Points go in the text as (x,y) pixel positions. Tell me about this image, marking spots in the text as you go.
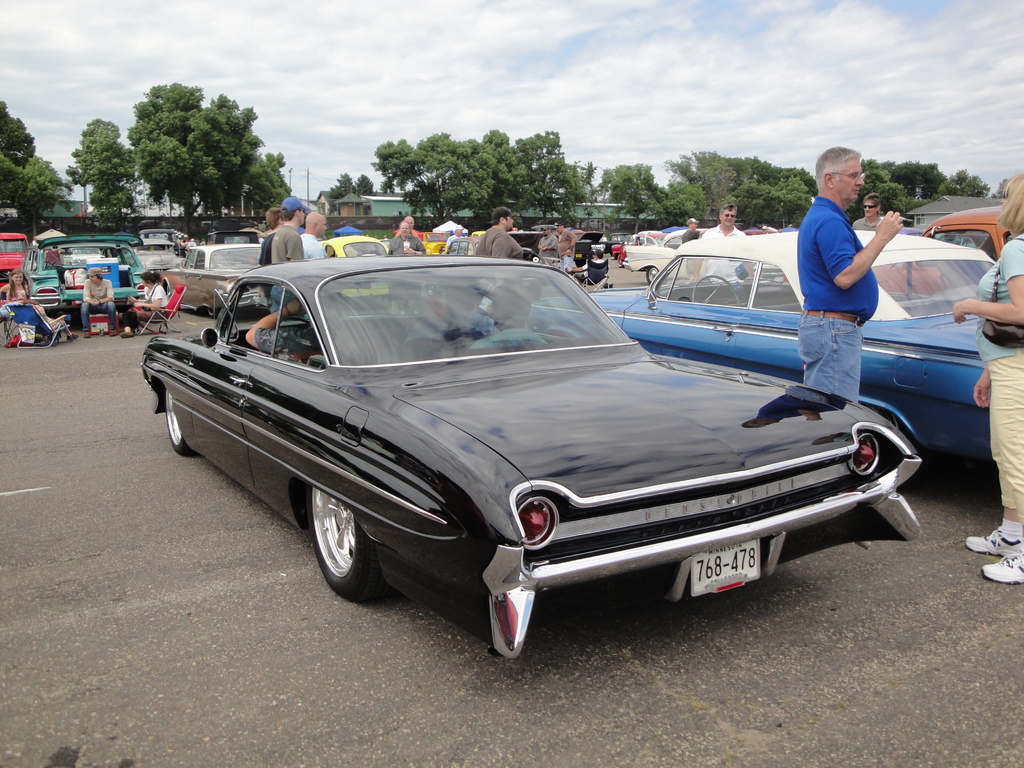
In this picture we can see many vehicles (910,368) parked on the road (35,350) surrounded by trees (560,177) and there are people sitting on the chairs (25,326). Some people (715,233) are standing on the road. The sky (393,91) is blue.
